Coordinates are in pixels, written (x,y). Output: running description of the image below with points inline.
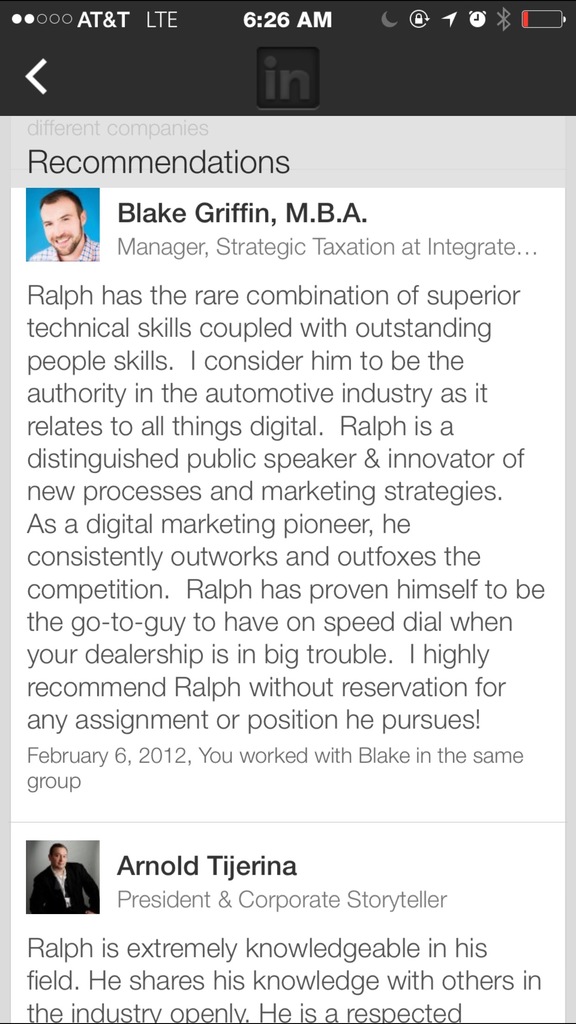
In this image I can see a screenshot of the mobile (475,903) and I can see two persons faces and I can see something written on the screen (323,629).
